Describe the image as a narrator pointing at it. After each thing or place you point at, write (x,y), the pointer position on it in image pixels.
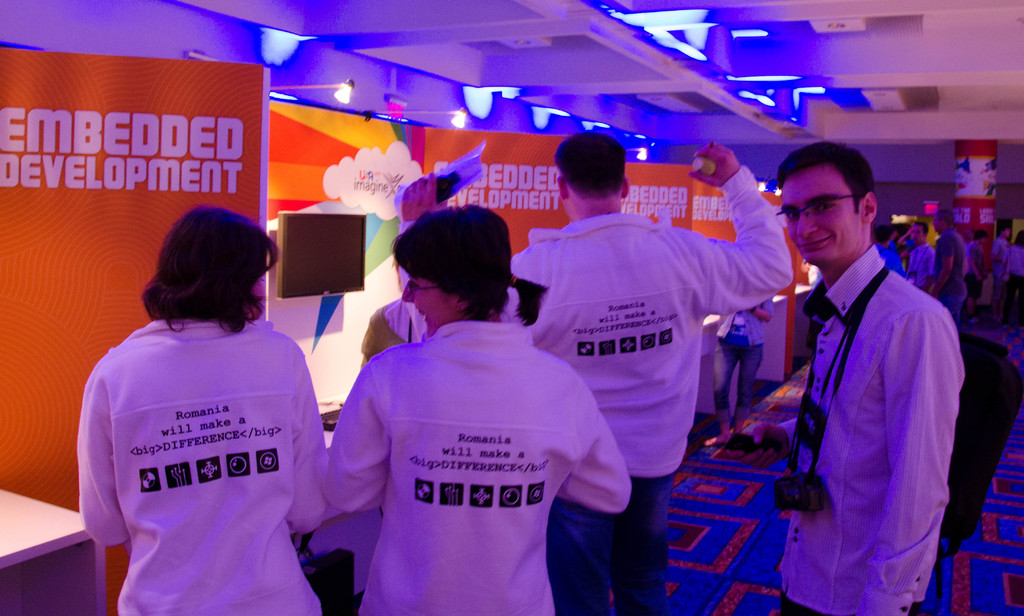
In this image we can see people (680,409) standing on the floor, advertisement boards (355,137) and electric lights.
